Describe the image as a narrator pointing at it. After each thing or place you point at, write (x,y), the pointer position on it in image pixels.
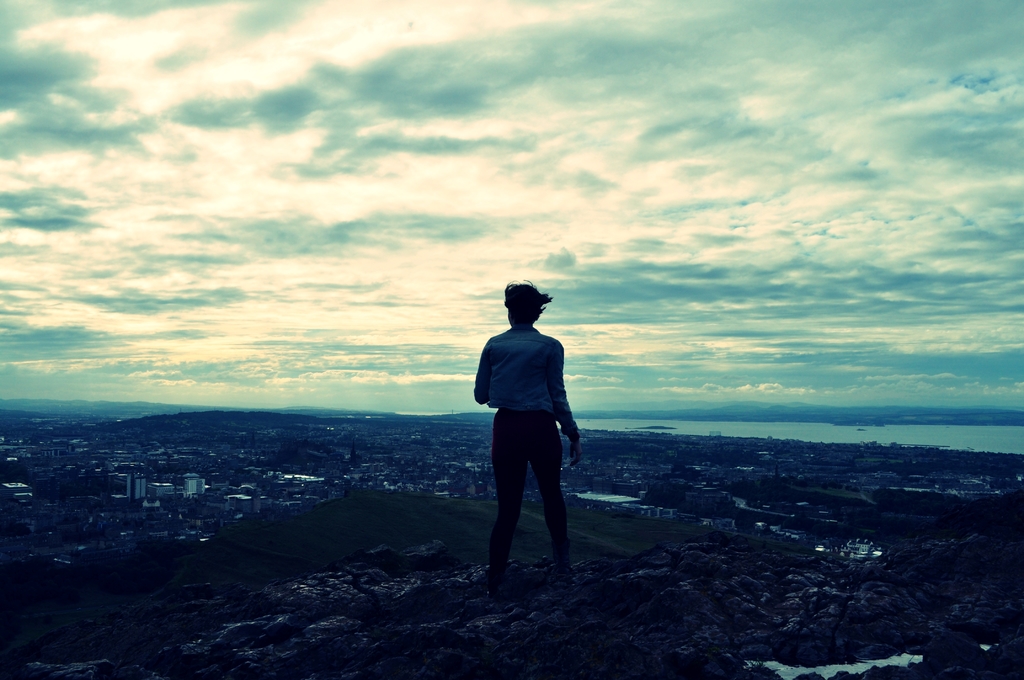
In this image I see a person (492,387) who is standing and in the background (12,497) I see buildings (448,477) and I see the water (642,424) over here and I see the sky (865,315) which is a bit cloudy and I see that this picture is a bit dark.
